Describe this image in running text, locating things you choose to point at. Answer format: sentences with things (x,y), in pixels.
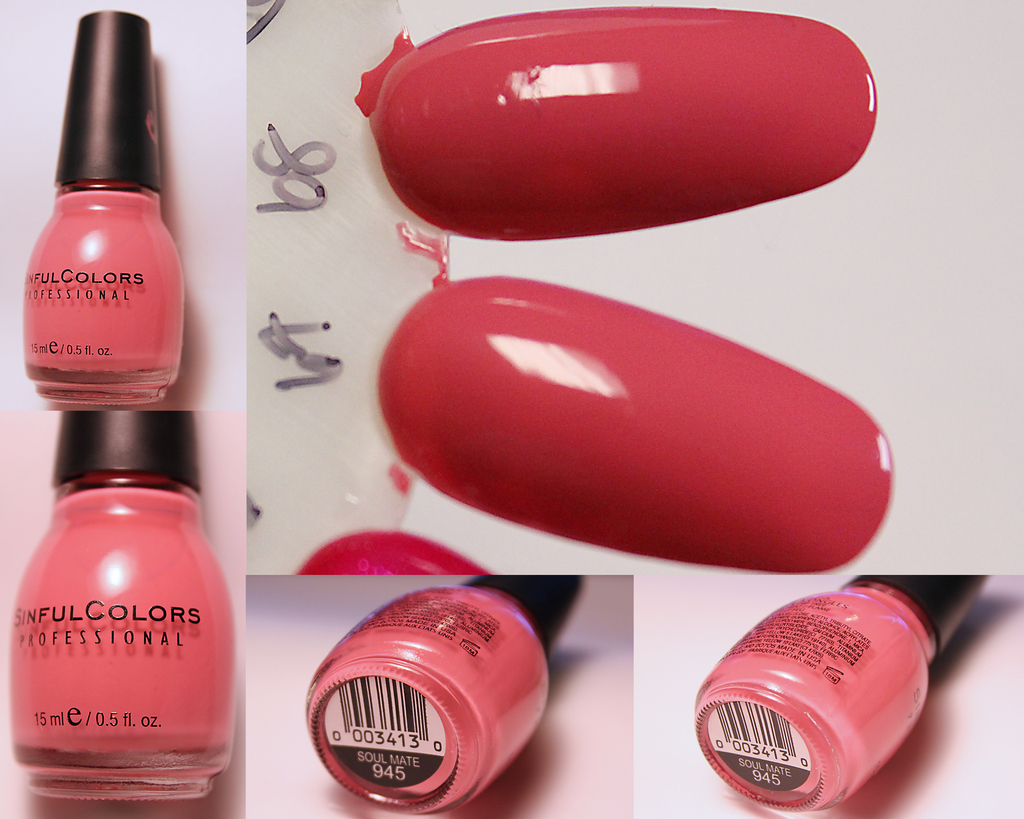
In this image I can see the collage picture in which I can see few nail polish bottles (125,289) which are pink and black in color and few plastic nails (601,488) which are pink in color. I can see the white colored background (927,146).
